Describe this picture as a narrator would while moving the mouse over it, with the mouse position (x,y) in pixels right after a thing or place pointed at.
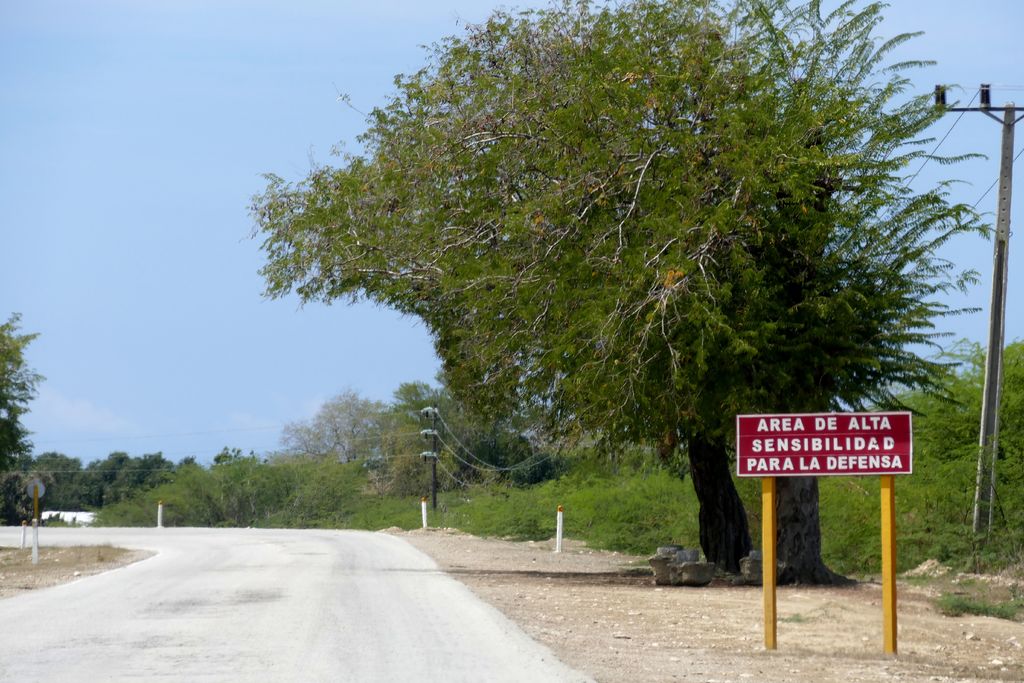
This picture shows trees (551,364) and couple of electrical poles (428,412) and we see a road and a board (753,457) with text (753,457) and a blue sky (217,152).
